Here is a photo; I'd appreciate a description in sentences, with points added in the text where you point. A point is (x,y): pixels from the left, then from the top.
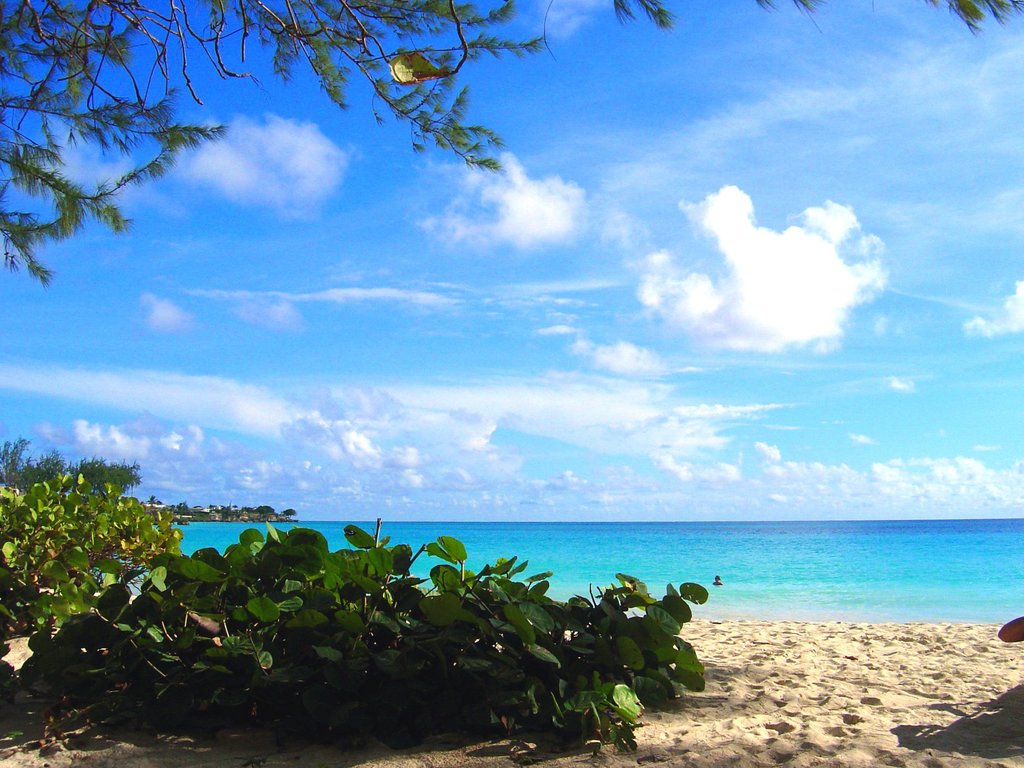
In the center of the image (406,292) we can see the sky (454,277), clouds (811,335), plants (115,524), water (731,553), branches (221,1) with leaves (70,58), sand (797,688) and a few other objects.
